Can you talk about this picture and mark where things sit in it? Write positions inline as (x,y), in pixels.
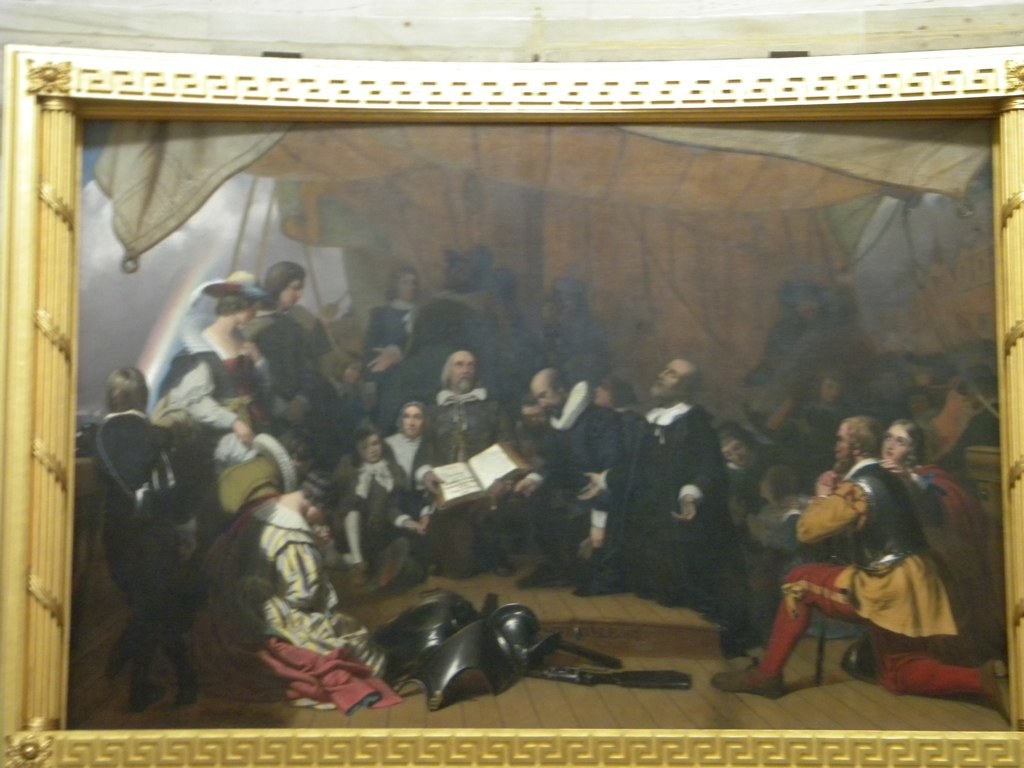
In this picture I can see the photo frame (748,70). I can see people (535,410) and tents (590,279) in it.
